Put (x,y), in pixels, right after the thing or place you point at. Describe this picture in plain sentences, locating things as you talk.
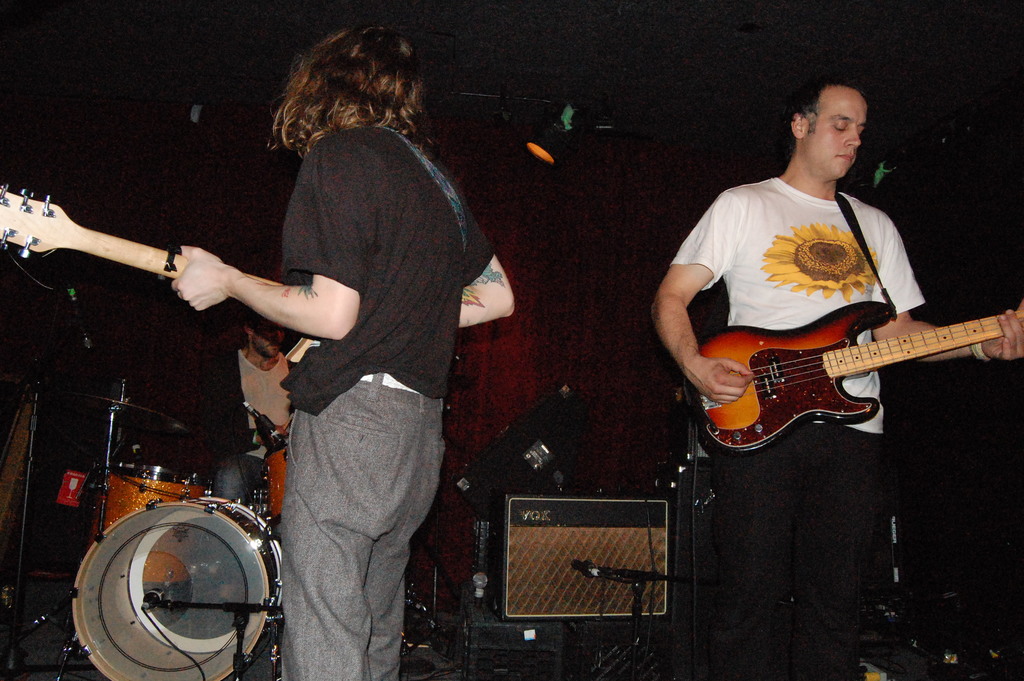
This picture shows two men (387,649) standing and playing guitar (57,202).
